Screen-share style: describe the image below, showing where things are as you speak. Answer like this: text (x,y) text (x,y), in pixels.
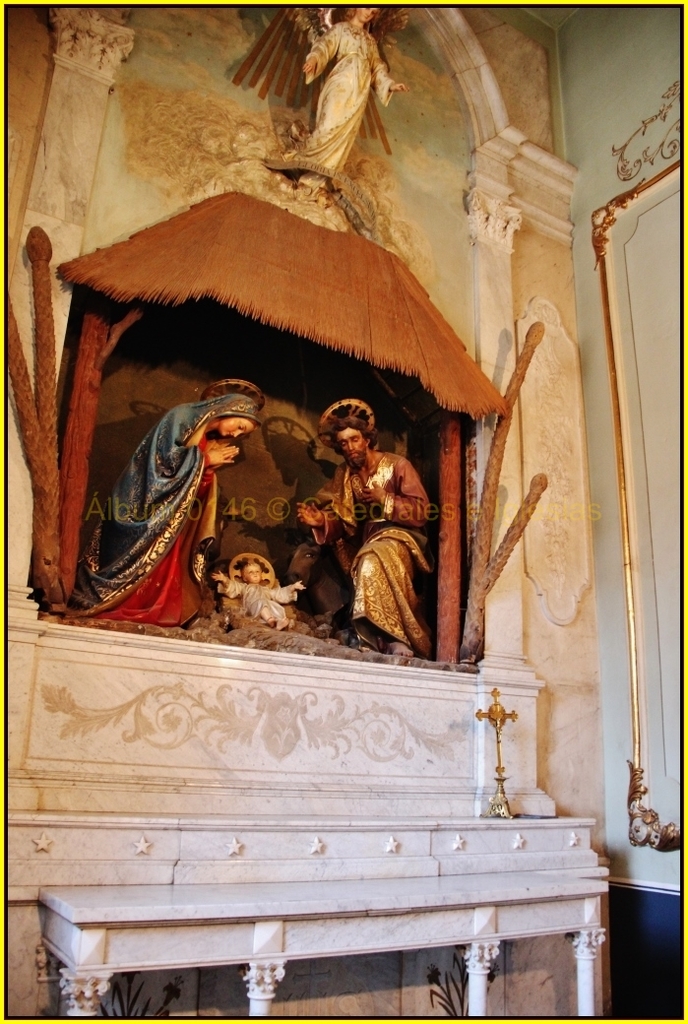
This picture seems to be clicked inside. In the center (387,560) we can see the sculpture (387,560) of a man (358,437) and a woman (177,479) and we can see the sculpture (232,588) of a baby (263,607) lying on the ground (259,618) and at the top (332,129) we can see the sculpture (352,133) of a person (336,113) attached to the wall (219,55) and we can see there are some objects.
